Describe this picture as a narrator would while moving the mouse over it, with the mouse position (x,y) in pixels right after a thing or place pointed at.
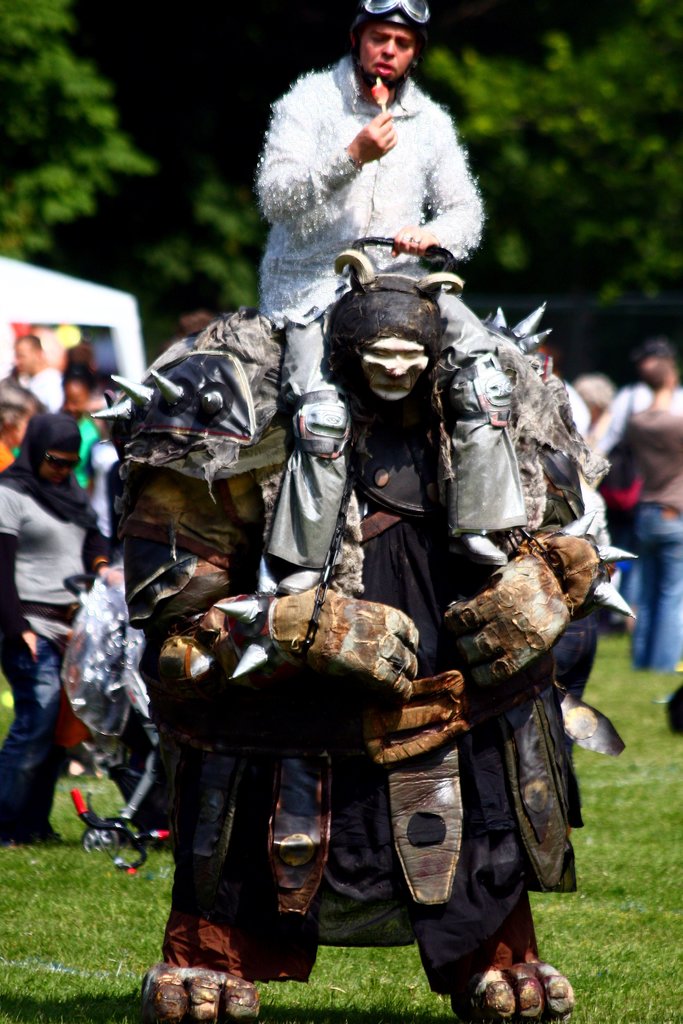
In this image we can see there are persons (306,417) on the ground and holding an object (358,246). And there is a person (211,841) with costume (271,153). There are trees (245,115) and grass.
